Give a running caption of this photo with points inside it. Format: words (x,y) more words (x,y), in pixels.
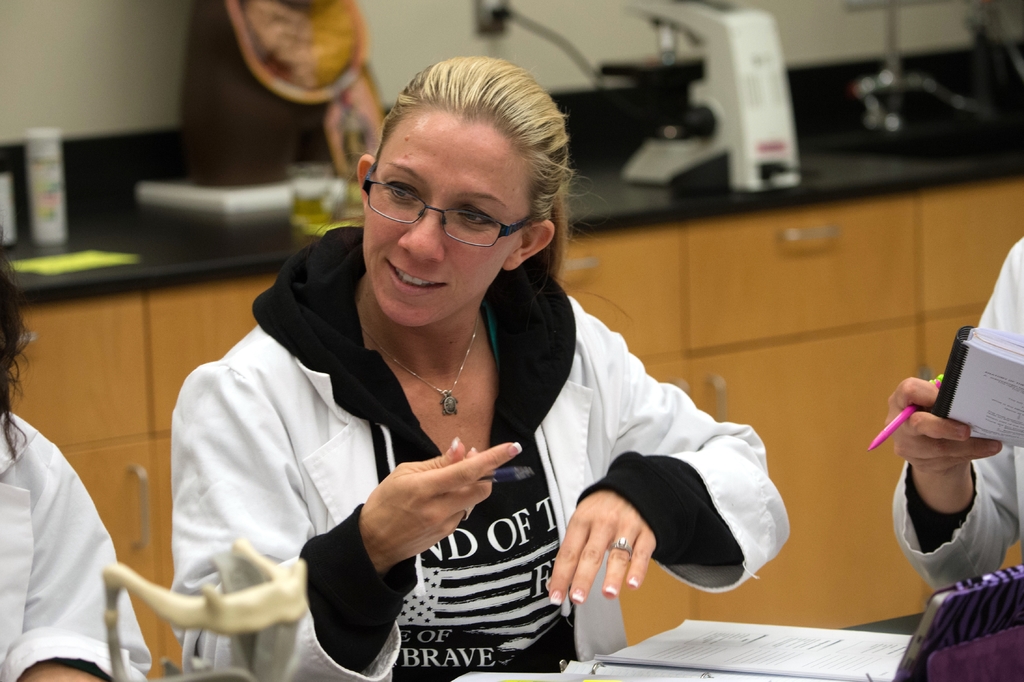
In the center of the image (362,312) we can see a person (366,396) sitting at the table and holding a pen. On the table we can see tablet (923,634) and book (512,681). On the right (1023,529) and left side of the image (39,632) we can see persons (99,627). In the background (643,307) we can see countertop (647,190) and cupboards (666,316). On the countertop (697,196) we can see microscope (677,71) and some objects (190,183).
